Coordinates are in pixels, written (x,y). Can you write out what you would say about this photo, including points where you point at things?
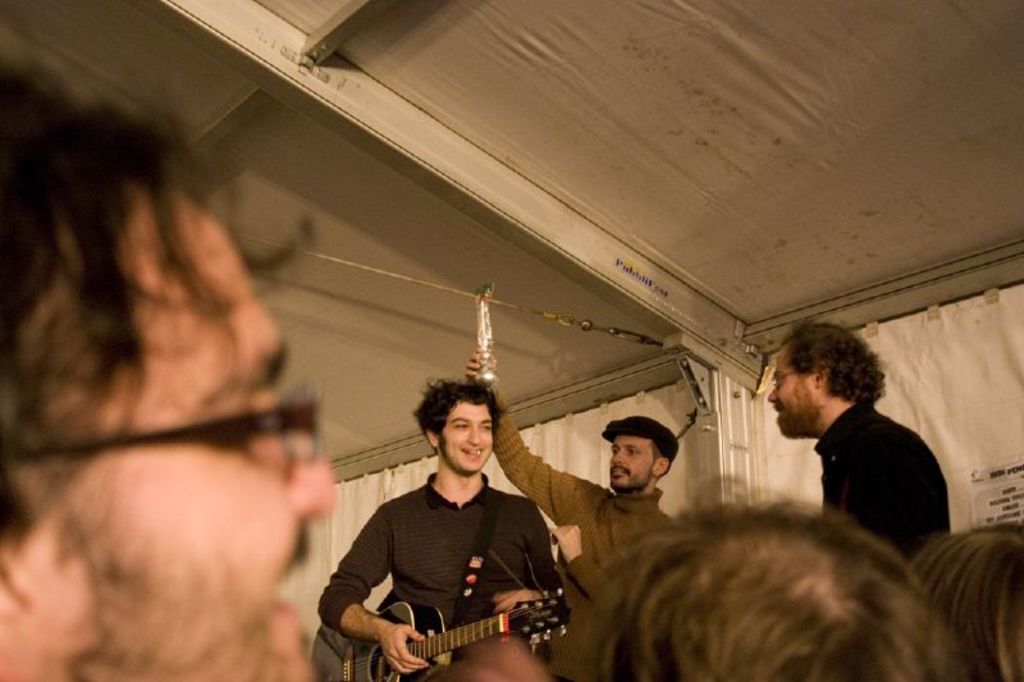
In this image, there are some persons (465,472) standing and wearing colorful clothes (651,502). This person (489,607) is wearing a guitar (435,633) and smiling. This person (519,462) is holding something with his hands (483,365). This person (133,323) is wearing spectacles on his head (130,309). There is a wall (690,438) behind this person (589,518).
